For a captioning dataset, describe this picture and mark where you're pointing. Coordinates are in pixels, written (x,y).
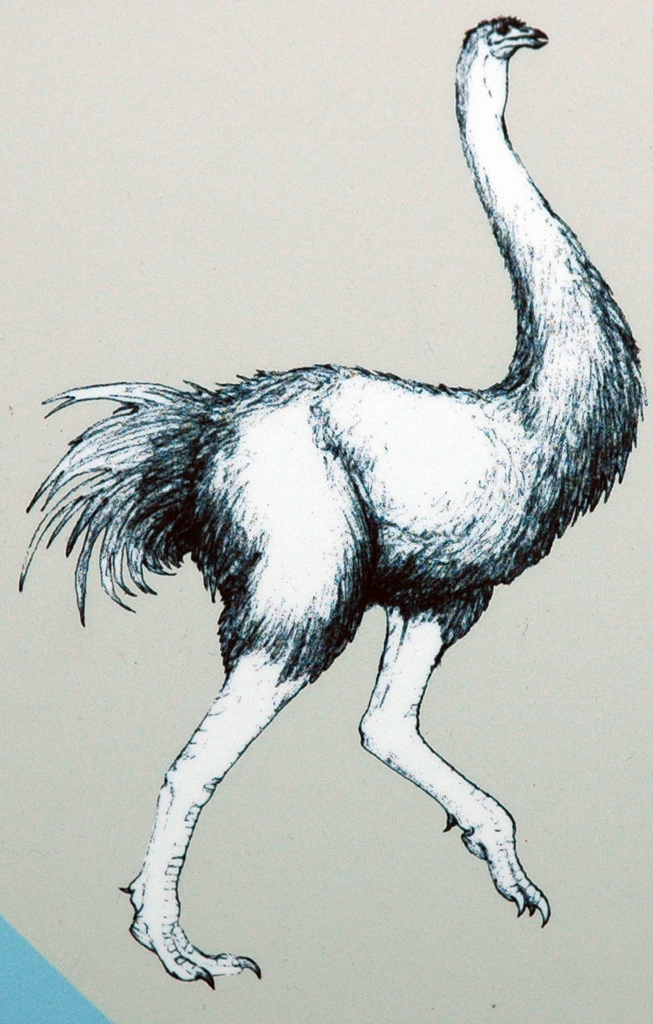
In this image there is a painting (348,396) of an ostrich (372,598).
